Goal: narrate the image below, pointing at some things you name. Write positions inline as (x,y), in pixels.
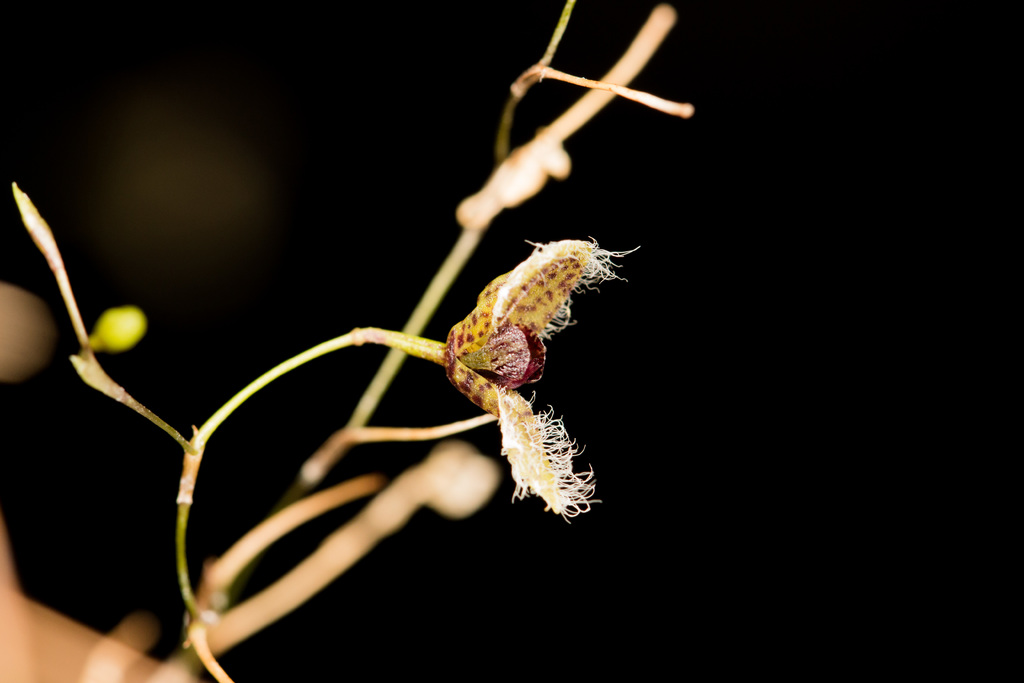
In this image we can see a plant (434,296) with a bud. In the background (424,270) the image is dark and blur.
